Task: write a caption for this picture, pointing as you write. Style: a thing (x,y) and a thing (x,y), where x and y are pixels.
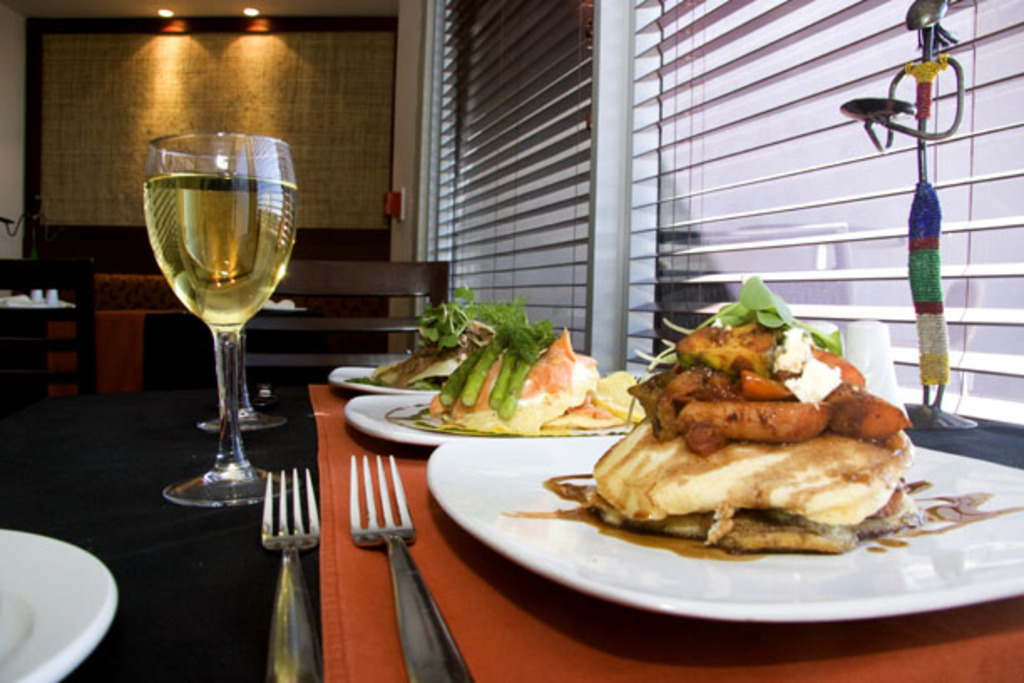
In this picture I can see there is a table (258,658) and there are few chairs (335,359) and there is a plate (99,569) and forks (410,592) on to left (292,673) and there are wine glasses (231,418) with wine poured in it. On to right (727,515) there is food (600,400) placed in three plates (599,566) and it is garnished with green leafy vegetables (751,303) and there is a window (956,198) on to right (952,185). In the backdrop (267,68) there is a wall (292,81) and there are lights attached to the ceiling (330,13).
